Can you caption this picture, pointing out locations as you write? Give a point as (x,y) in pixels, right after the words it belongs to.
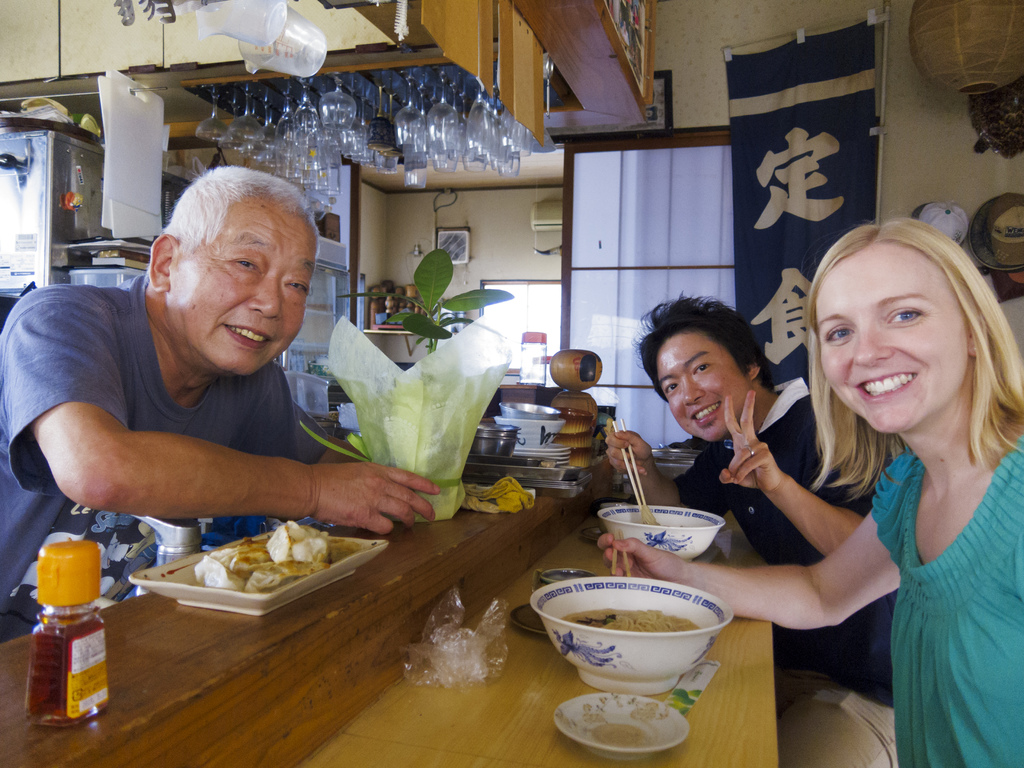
In this picture I can see there are two people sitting at the table (540,665) and having their meal (656,612) and they are smiling. There are bowls (608,519) of food (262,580) placed on the table (245,672) and in the backdrop (380,121) there are few glasses (326,118) arranged and a wall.
